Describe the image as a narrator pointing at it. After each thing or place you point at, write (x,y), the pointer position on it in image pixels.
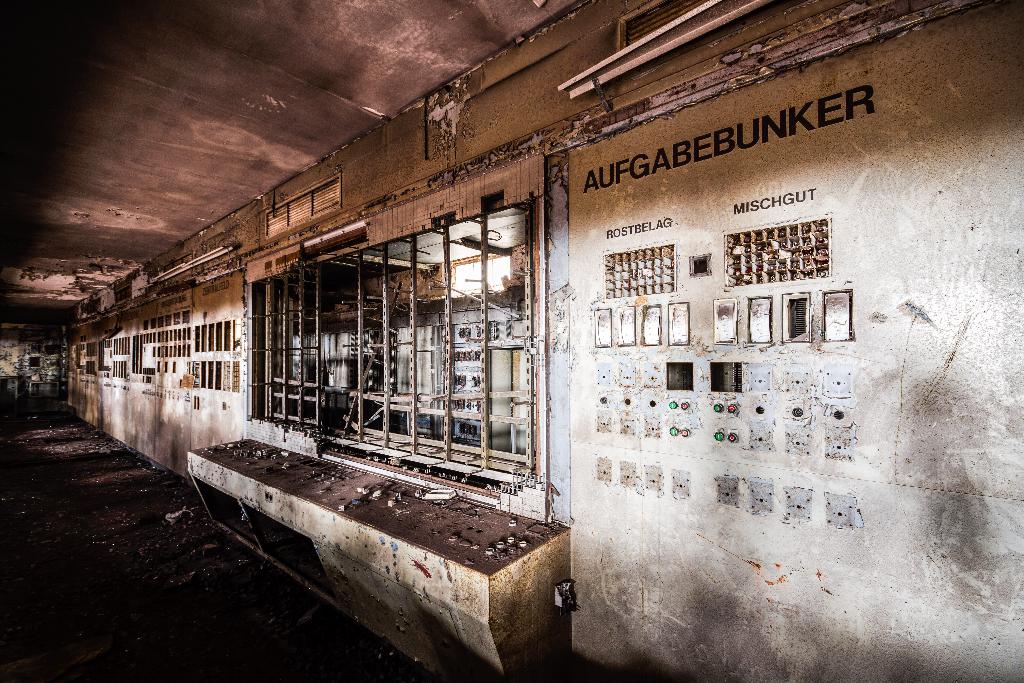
In this picture, we see a wall (731,511) on which buttons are placed. We see some text (657,167) written on the wall (599,167). Beside that, we see a window (322,342). At the top of the picture (117,104), we see the ceiling (480,36) of the room (366,175). This picture might be clicked in the industry or a factory.
